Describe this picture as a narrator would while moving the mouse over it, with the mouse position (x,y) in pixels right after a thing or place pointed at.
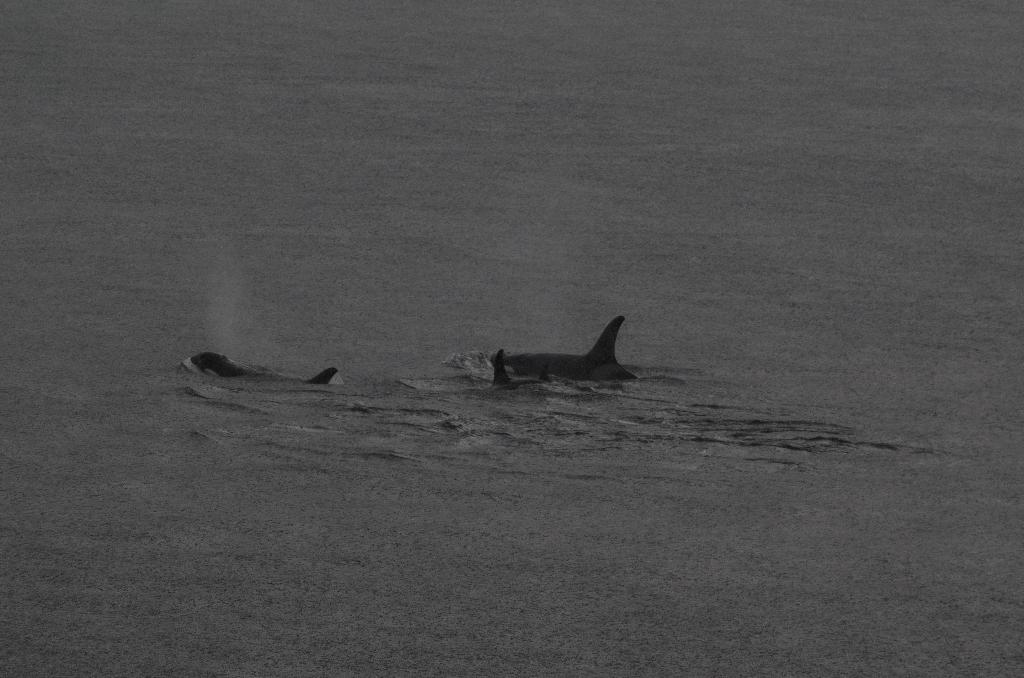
In this image we can see some killer whales (605,344) in the water (758,263), and the background (792,290) is water (534,441).
